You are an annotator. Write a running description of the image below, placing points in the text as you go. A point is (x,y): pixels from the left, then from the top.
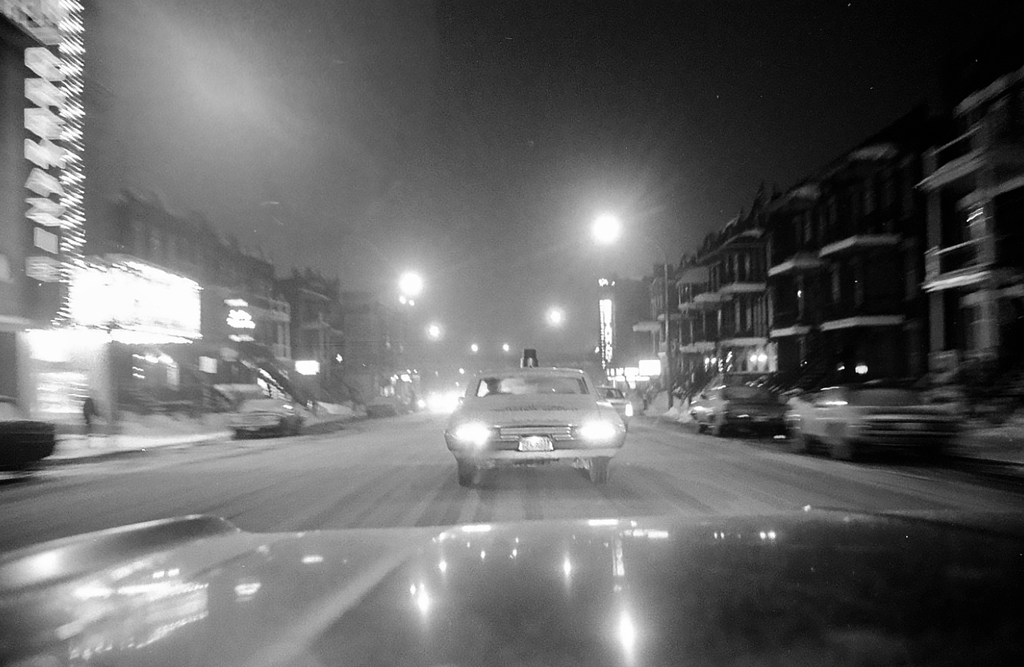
In this picture we can describe about the view of the road (412,507). In front (599,416) we can see a car (584,445) moving on the road (671,433). On the right side (762,407) we can see some buildings (782,372) and cars (759,420) are parked. On the left side (53,304) there are some buildings (211,402) and street lights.
